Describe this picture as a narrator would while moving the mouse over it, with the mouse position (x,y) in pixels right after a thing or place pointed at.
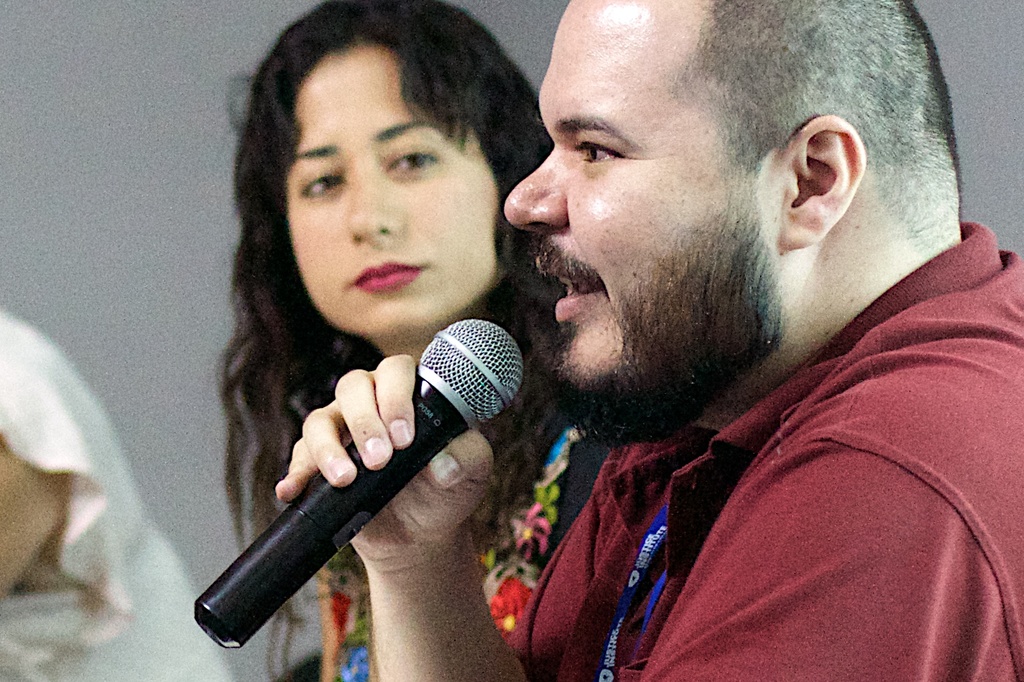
In this image a man (830,431) wearing a red t-shirt (771,528) is talking something. He is holding one mic (391,455). Beside him a lady (348,255) is sitting. On the left side (41,451) some part of a person (89,581) is visible. In the background (127,167) there is a grey wall (190,166).
